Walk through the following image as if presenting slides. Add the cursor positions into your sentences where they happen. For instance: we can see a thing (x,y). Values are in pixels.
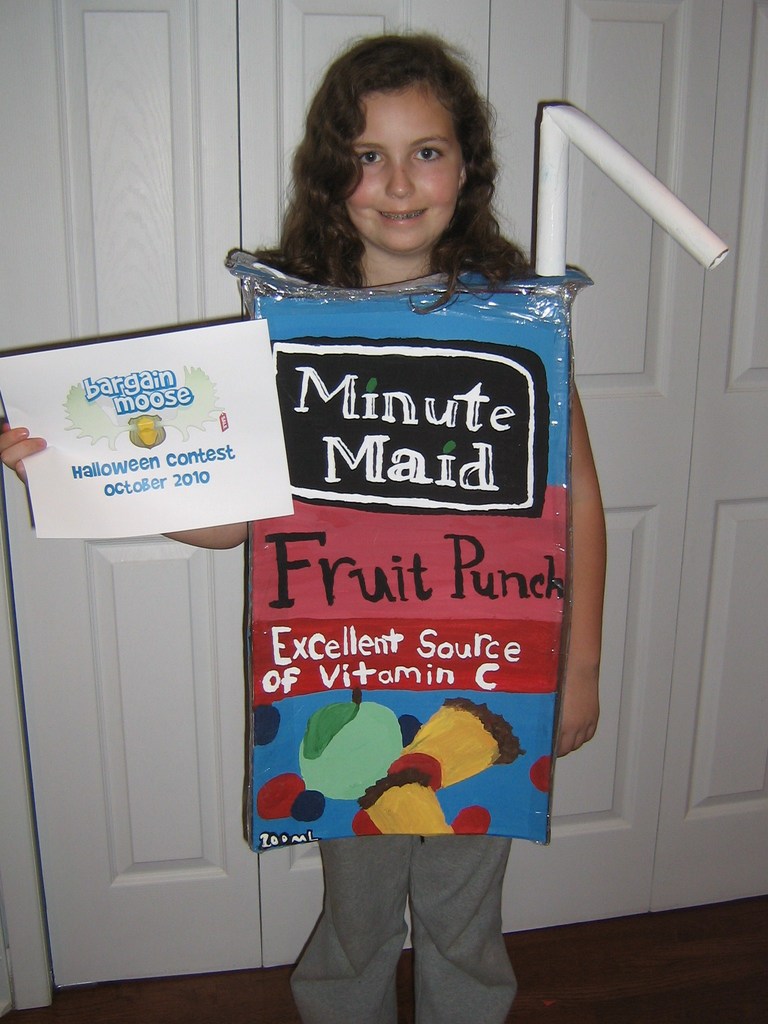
In the picture we can see a girl child (576,730) standing and holding a poster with a information of contest in it and she is with costume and behind her we can see white color wooden doors (558,865).
